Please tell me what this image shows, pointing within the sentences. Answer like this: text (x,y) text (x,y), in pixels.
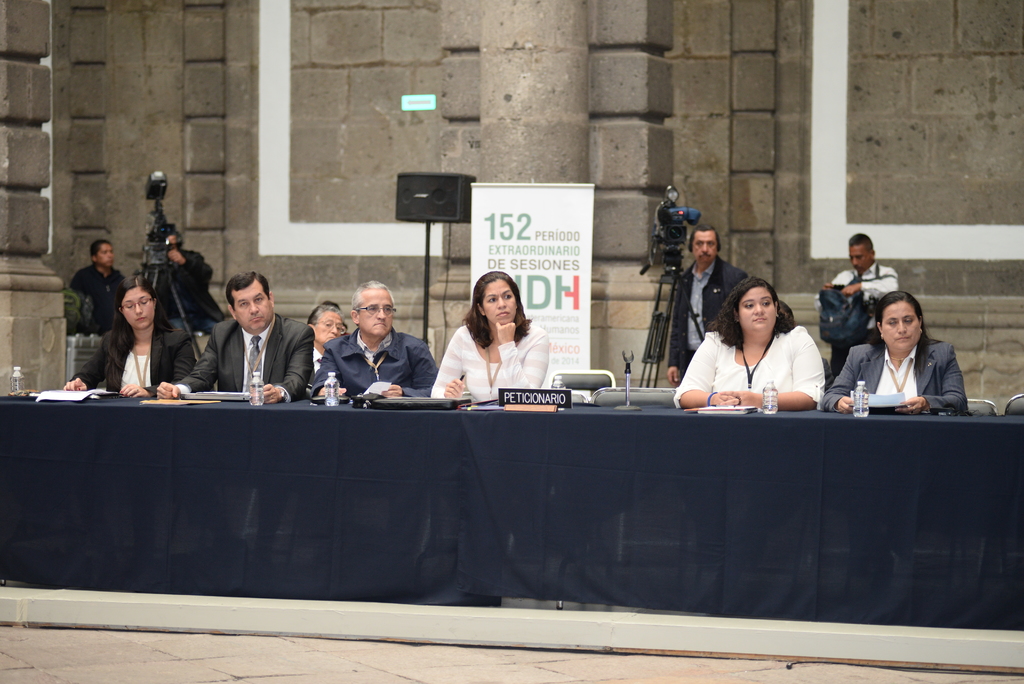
This image is clicked outside. There is a table (523,504) and there are people (187,369) sitting in front of that table (654,420). That table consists of bottles (330,387), mike's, papers (884,396). Behind them there is a banner (537,250) and speakers (424,211). On the left side (199,276) there are two people (199,290) who are holding a camera (160,249). On the right side (858,286) also there are two people (694,288) who are using camera (679,237). Backside there is a building (609,55) and there is a cloth (466,469) placed on the table (458,512).
